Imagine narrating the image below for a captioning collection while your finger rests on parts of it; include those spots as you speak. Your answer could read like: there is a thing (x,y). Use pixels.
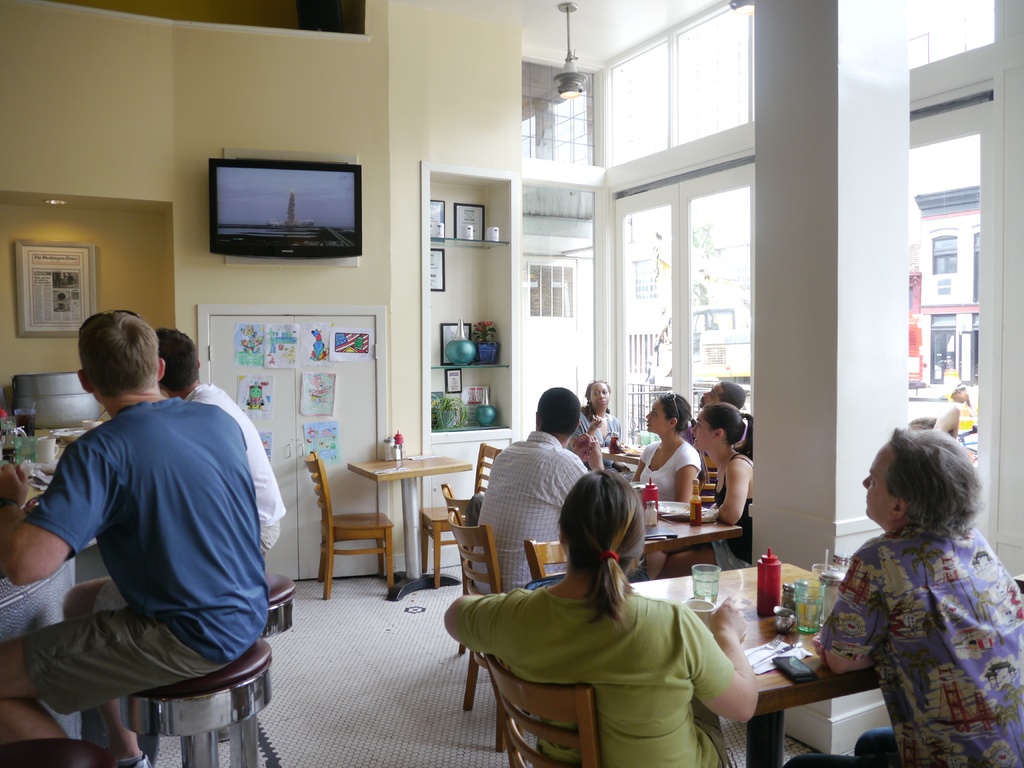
Few person (96,702) are sitting on the chair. We can see tables (767,619) and chairs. On the table (744,583) we can see bottle (765,572), glass (805,631) and things (784,653). We can see wall (176,117), television (257,199), glass window (719,297). From this glass window (948,299) we can see building (960,302), person (949,423). On the top (585,71) we can see light (564,86). This is floor (368,696).
